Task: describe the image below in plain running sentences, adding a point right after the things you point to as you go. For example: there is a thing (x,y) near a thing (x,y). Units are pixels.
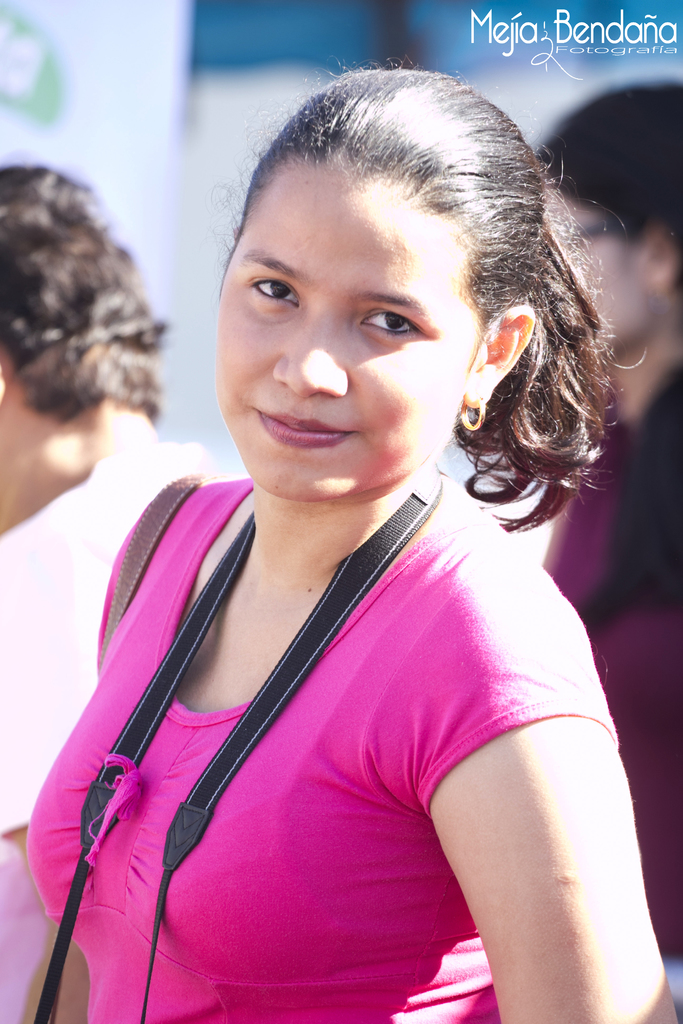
In the middle of the image (273,390) we can see a woman (259,780). In the background (112,549) there are two people (610,430). At the top of the image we can see a watermark (475,18).
